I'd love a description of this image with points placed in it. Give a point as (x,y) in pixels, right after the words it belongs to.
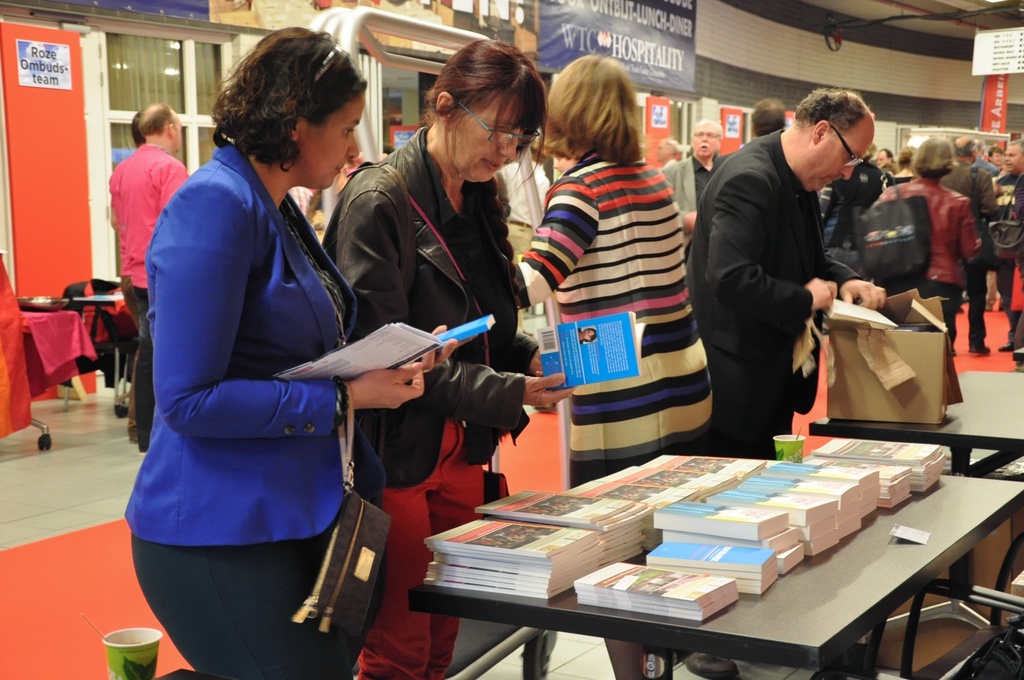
In this image, group of peoples (400,458) are standing. Few (508,139) are standing near table (559,598). there are so many books (771,549) are placed on the table (860,591). Here we can see a carton box (926,366). On right side (1012,242), few peoples (847,190) are holding bags (860,224). On left side (66,343), we can see some table (52,332) few items (102,295) are there. And here we can see board (56,68), banners (647,11) at the back side (141,42), windows (203,72), curtains (162,86). At the bottom (126,656), we can see a cup (127,658).
